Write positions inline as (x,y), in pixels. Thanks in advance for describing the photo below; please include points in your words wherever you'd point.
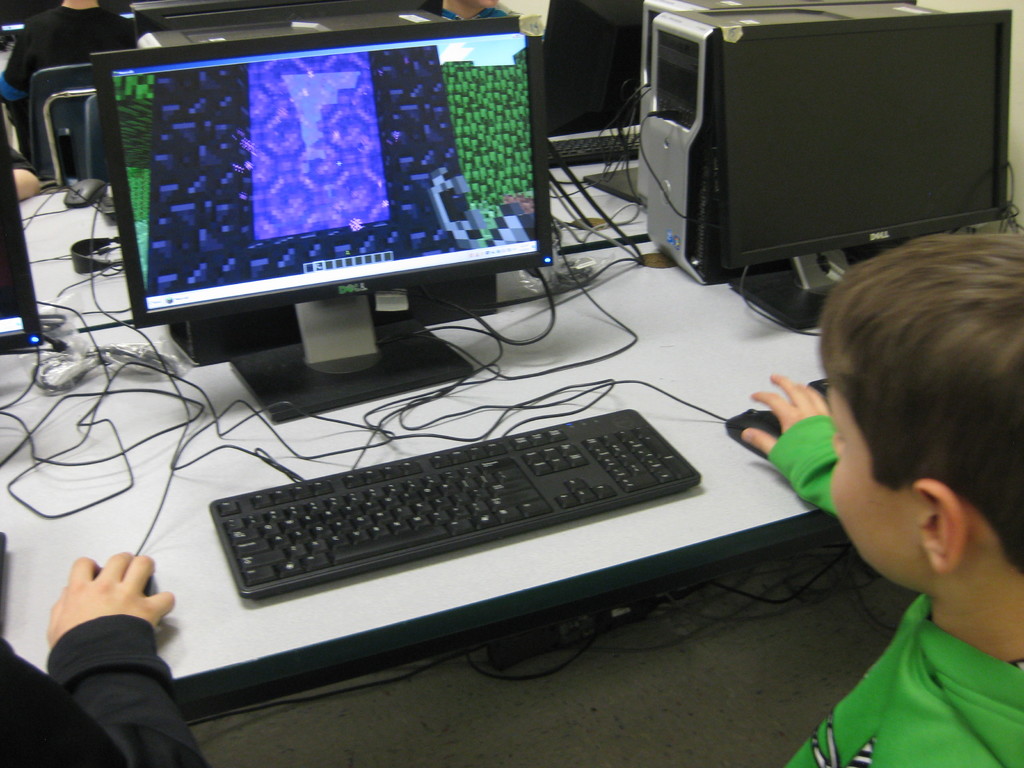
On the left (127,617) we can see a person's hand (63,612) holding a mouse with the hand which is on a table (238,671) and on the right (959,607) we can see a boy (926,572) is holding a mouse (780,431) with his hand (788,418) which is on the table (543,599) and on the table (557,601) we can see keyboard (359,549), cables (109,389), monitors (11,306) and CPU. In the background (36,64) there is a person (33,42) sitting on a chair (89,139) and other objects (614,10).
